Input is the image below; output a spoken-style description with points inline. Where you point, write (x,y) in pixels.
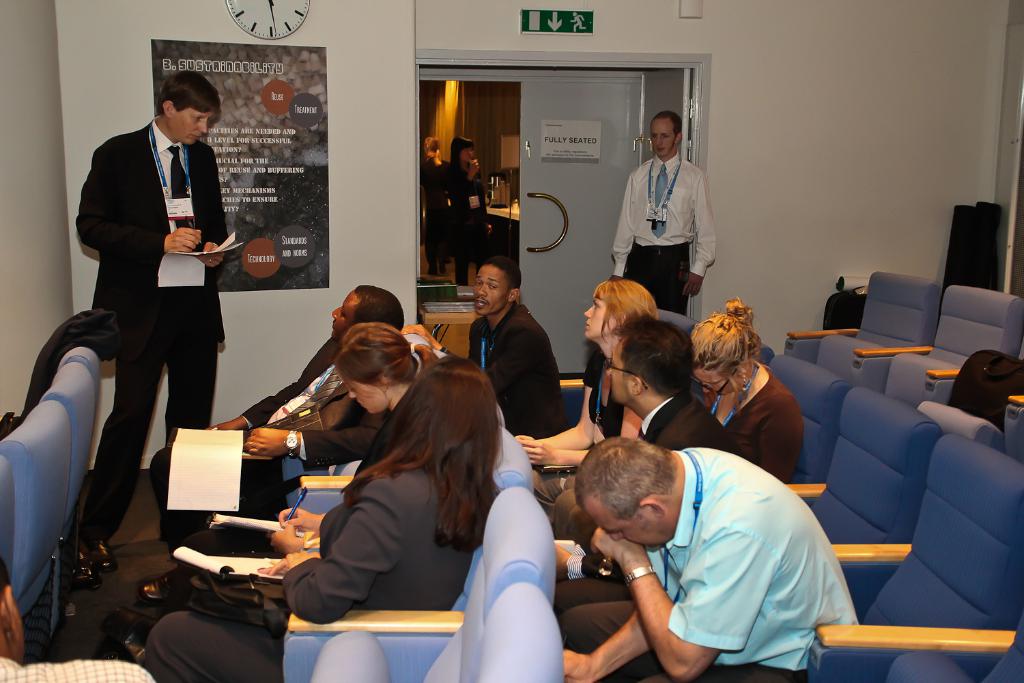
In this image I can see number of persons (699,501) are sitting on chairs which are blue in color. I can see few of them are holding books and pens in their hands (283,544). I can see few persons (199,189) standing, the wall (785,116), the poster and a clock (266,26) attached to the wall (332,20) and the door (600,180) through which I can see another person (472,201) standing.
